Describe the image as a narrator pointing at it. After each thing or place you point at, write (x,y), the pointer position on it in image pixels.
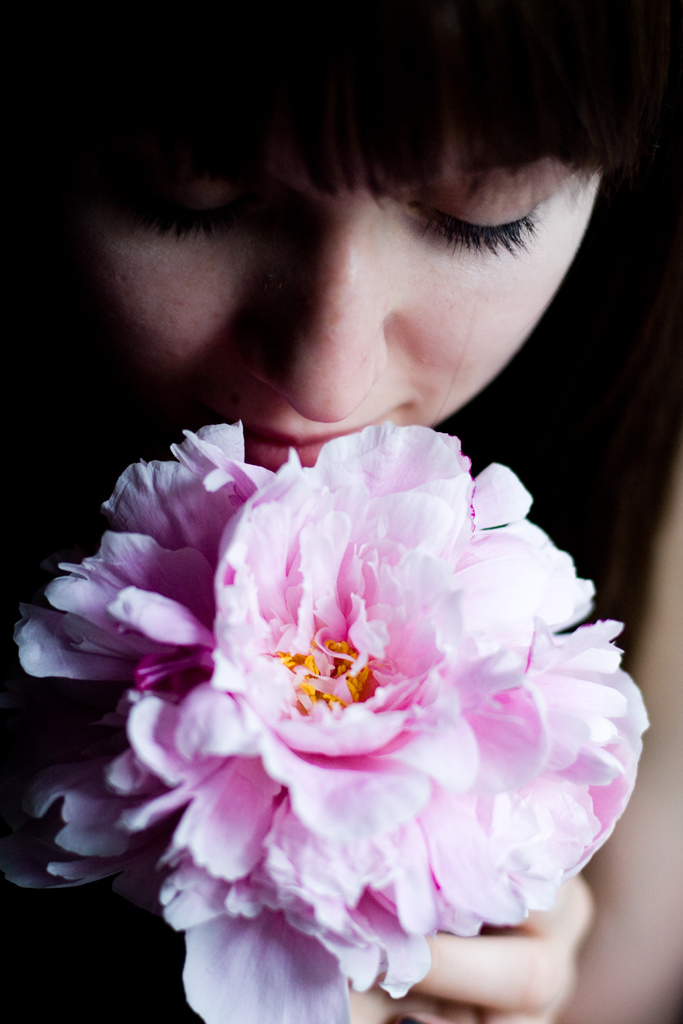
In this picture there is a woman (421,378) holding the flower (199,948) and flower (312,823) is in light pink and yellow color.
